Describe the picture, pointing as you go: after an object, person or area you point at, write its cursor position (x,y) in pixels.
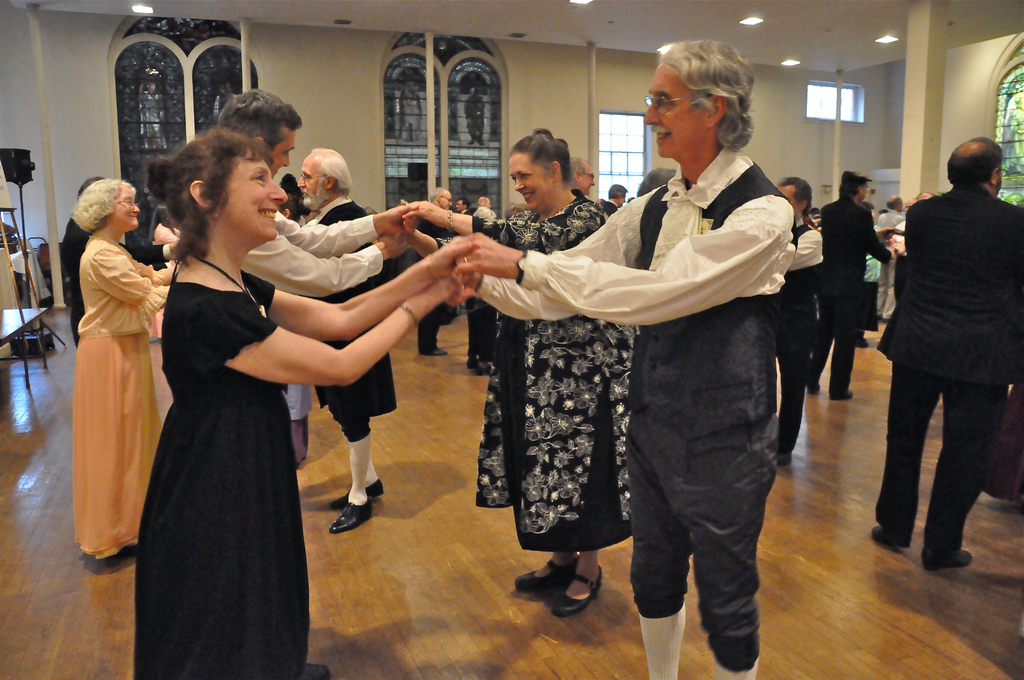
In this picture I can see few people (519,244) are holding hands (467,271) and dancing, around I can see windows (618,179) to the wall (588,150).
